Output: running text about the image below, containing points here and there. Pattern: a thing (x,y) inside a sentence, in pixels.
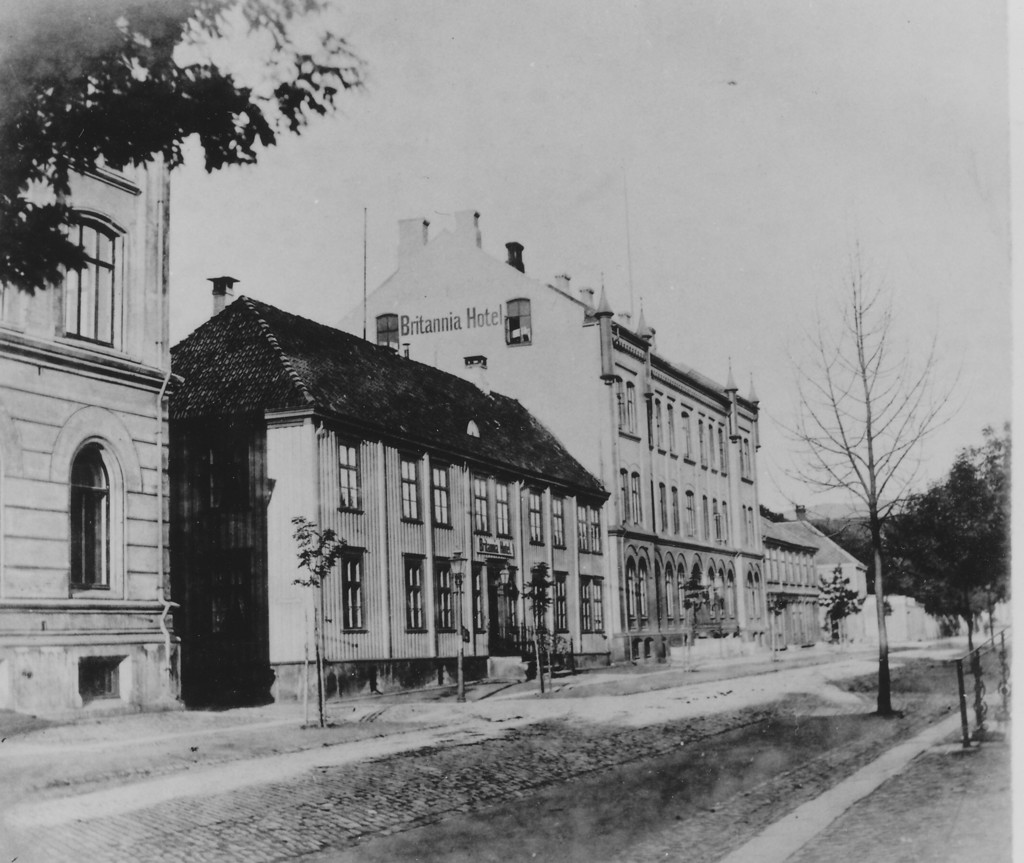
In this image I can see few buildings (366,607), trees (316,588) and few poles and the image is in black and white.
